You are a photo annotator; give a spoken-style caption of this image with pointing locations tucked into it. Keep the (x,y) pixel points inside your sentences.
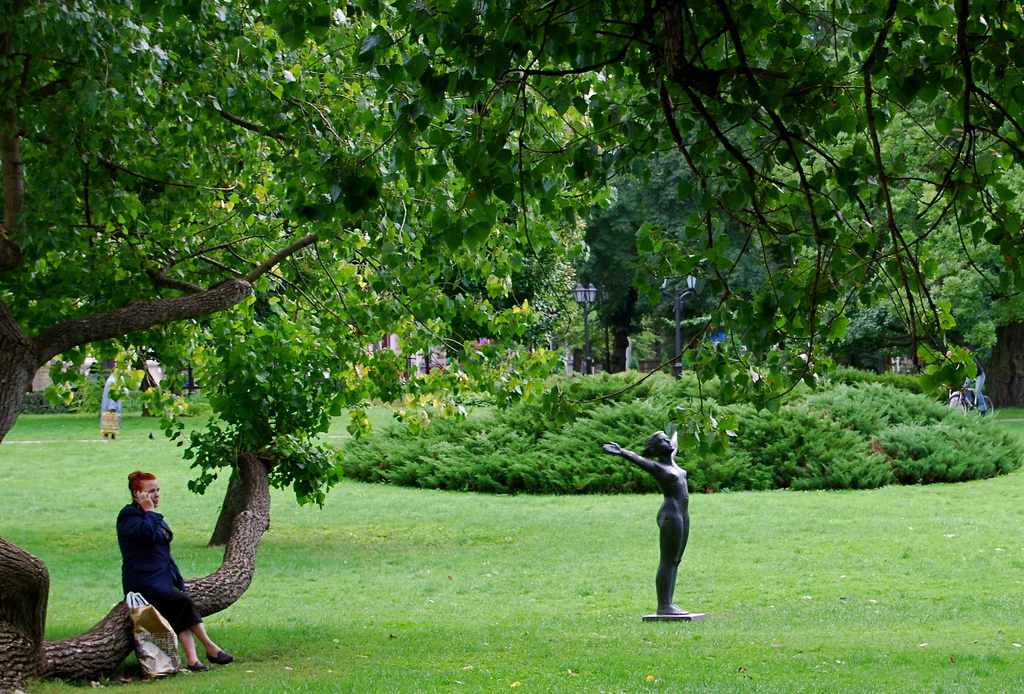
This image is clicked at a ground (896,501). To the left (142,580) there is a woman (165,570) sitting on a branch (213,575) of a tree (228,539). In the center (649,446) there is a sculpture (669,496). There are plants (596,405) on the ground (638,551). In the background (736,135) there are trees (748,127), street light poles (688,287) and a few people (109,409).
